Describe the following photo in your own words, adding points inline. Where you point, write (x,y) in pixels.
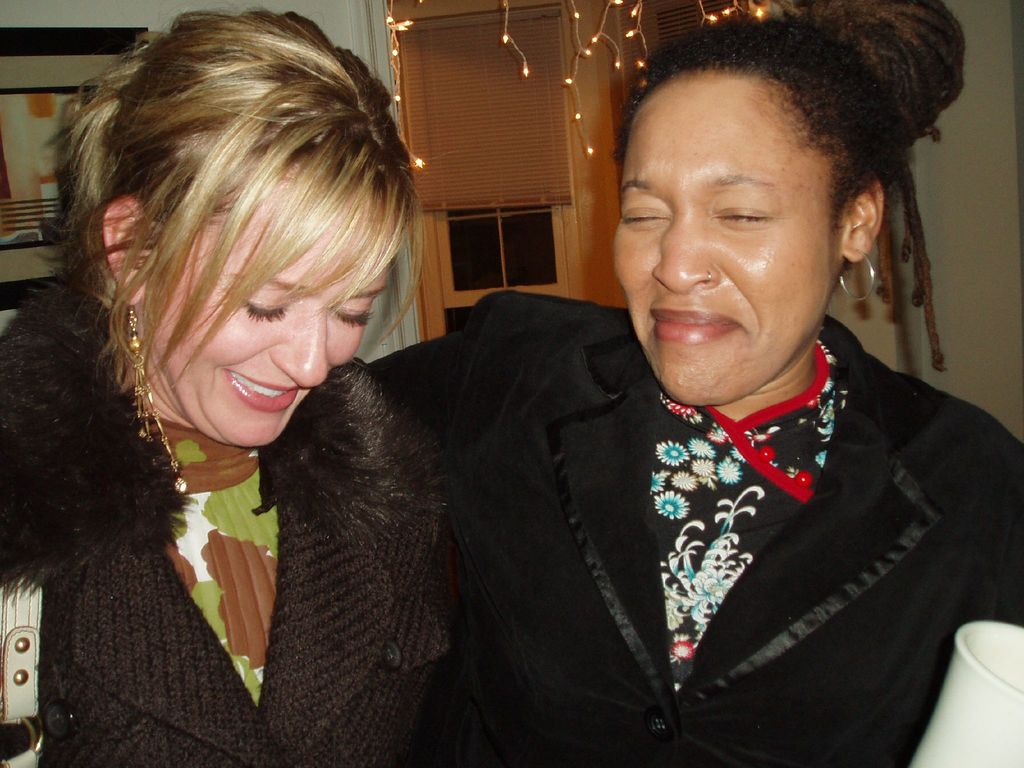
In front of the picture, we see two women (574,417). Both of them are smiling. In the right bottom (974,682), we see an object (957,700) in white color which looks like a cup (946,688). Behind them, we see a wall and a frame (21,157). In the background (569,209), we see the window (478,274) and a door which is decorated with the lights (397,60).
